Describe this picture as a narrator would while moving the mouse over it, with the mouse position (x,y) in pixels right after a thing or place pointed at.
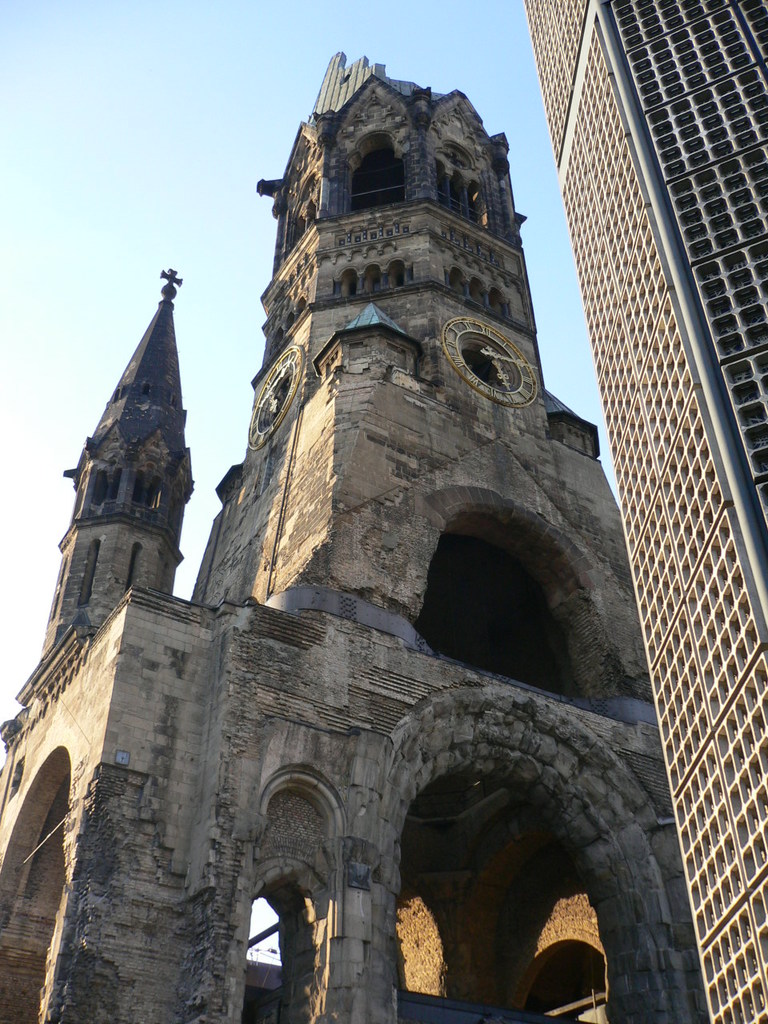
In this picture we can see clocks (468,380), arches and a few things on the building (477,608). There is a building (639,414) on the right side (671,209). We can see the sky (98,219) in the background (98,219).
